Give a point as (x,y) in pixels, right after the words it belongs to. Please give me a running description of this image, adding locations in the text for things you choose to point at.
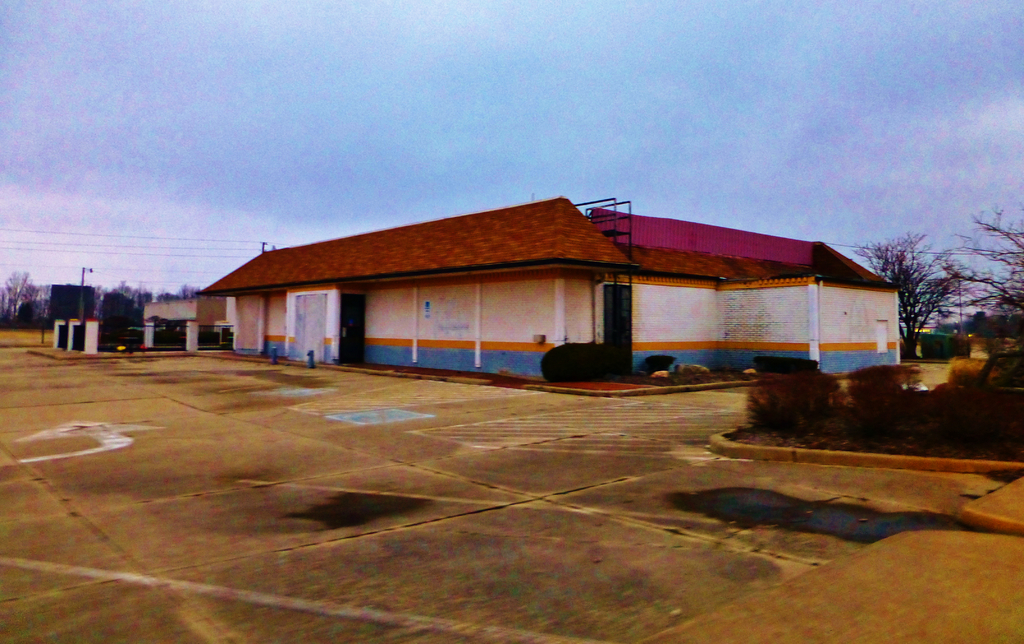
Here in this picture we can see a house (574,264) present over a place and we can also see some part of ground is covered with grass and we can see some plants (872,370) and trees (982,379) also present and we can also see electric poles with wires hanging over there and we can see the sky (301,201) is cloudy.
